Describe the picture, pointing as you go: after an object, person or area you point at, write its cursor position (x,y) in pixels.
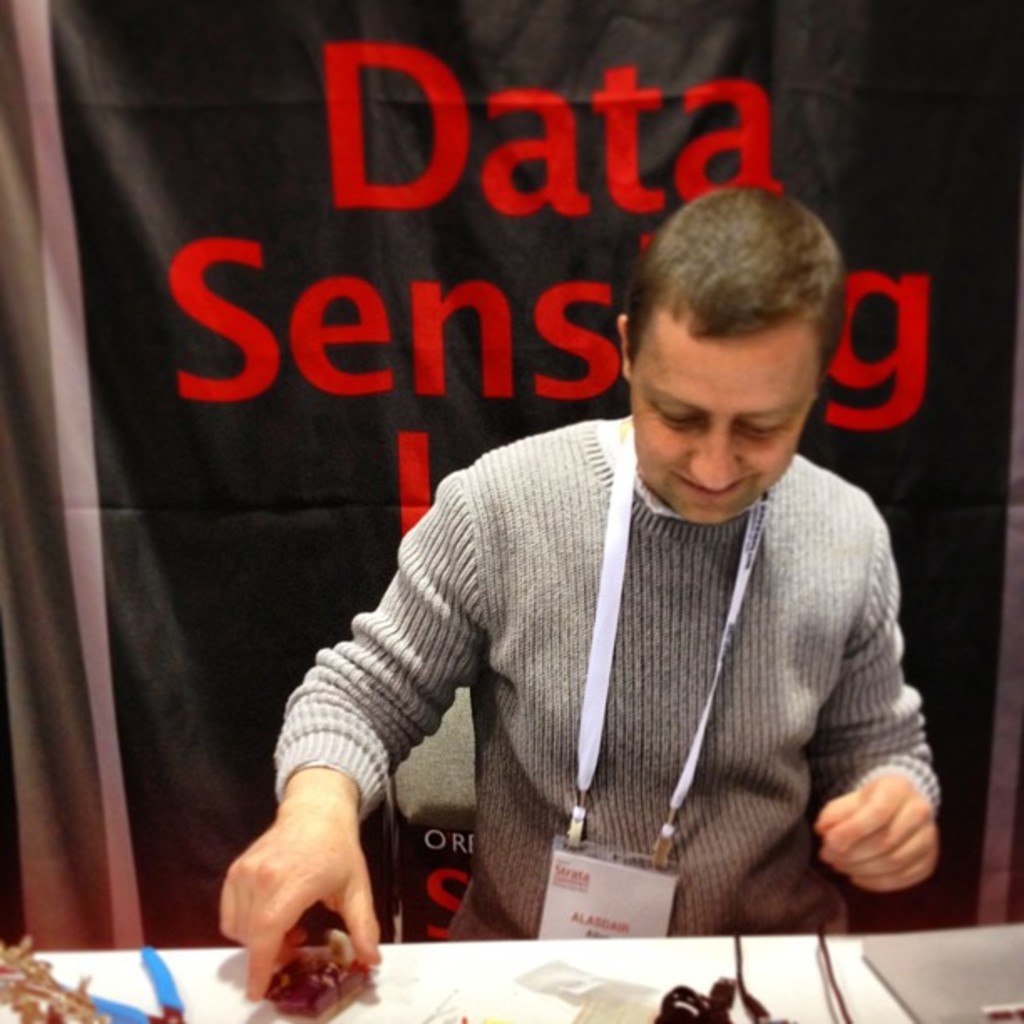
In this image we can see a person (722,672). A person (669,667) wearing an identity card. There are few objects (679,993) on the table (735,975). There is a banner (510,238) in the image.
